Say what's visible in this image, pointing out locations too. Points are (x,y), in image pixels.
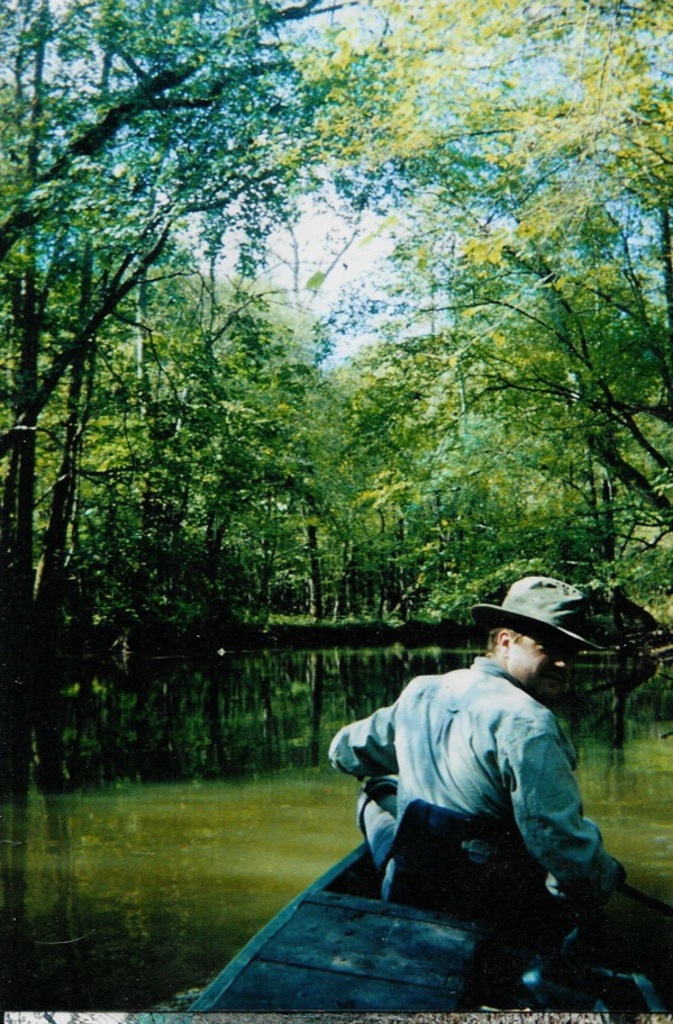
In this image I can see the person (488,744) sitting on the boat (335,955) and the boat (322,949) is on the water (247,924). In the background (251,242) I can see many trees (417,405) in green color and the sky (324,265) is in blue and white color.
